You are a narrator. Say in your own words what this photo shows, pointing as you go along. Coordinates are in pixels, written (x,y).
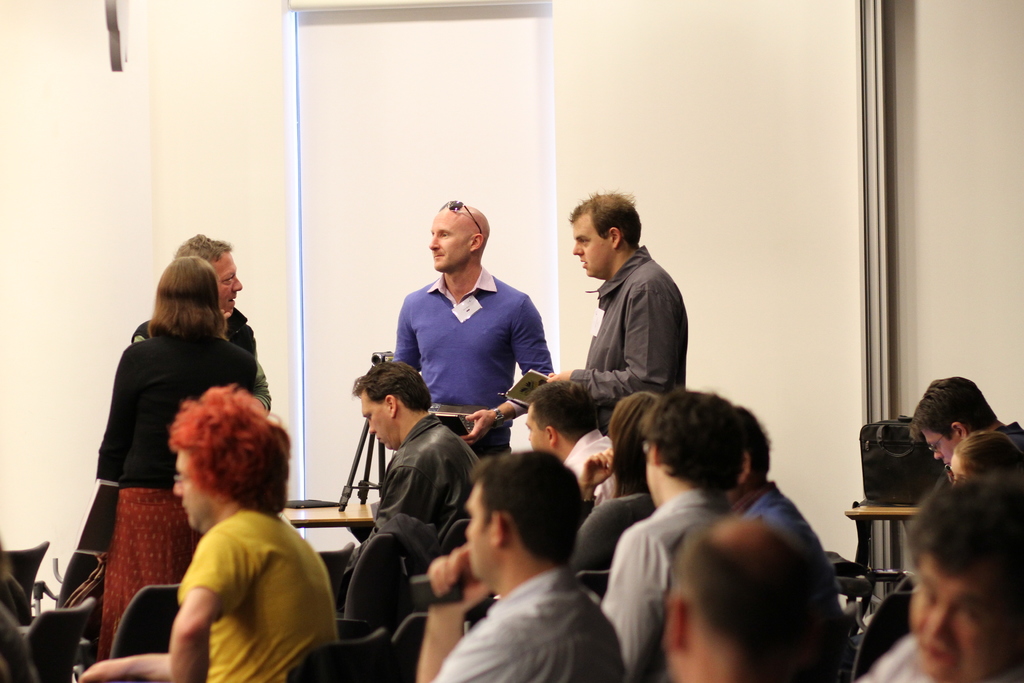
In front of the image there are a few people (650,579) sitting on the chairs (385,682) and there are a few people (126,435) standing. There is a table (322,509). On top of it there is a camera stand (364,477). In the background of the image (415,176) there is a window (385,149), curtain (480,153) and a wall (186,130).
